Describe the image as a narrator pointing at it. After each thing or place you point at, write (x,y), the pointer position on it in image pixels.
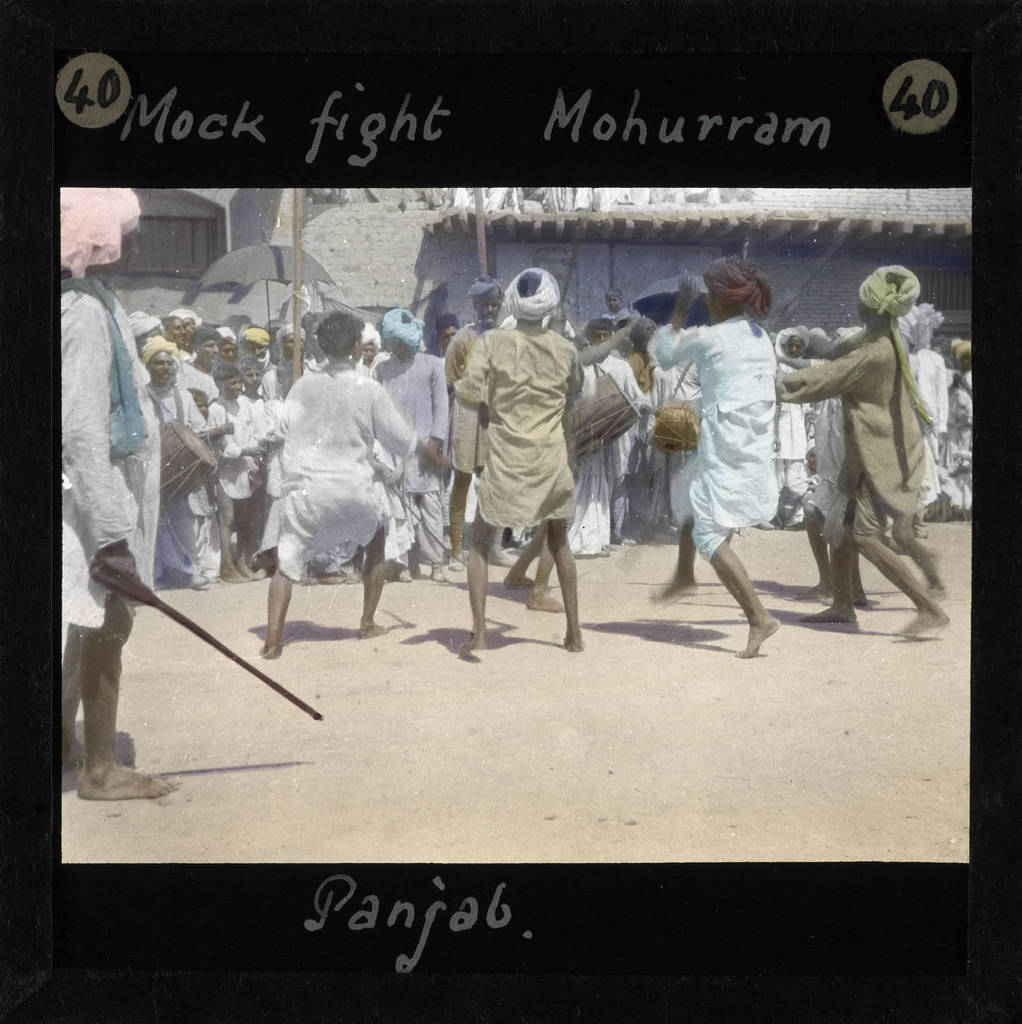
In this image I can see group of people (467,521) standing. Few people (592,382) are holding the musical instruments (671,437) and an umbrella (281,263). In front (99,564) the person (109,552) is holding something. Back Side I can see house (322,241) and window (160,249).
